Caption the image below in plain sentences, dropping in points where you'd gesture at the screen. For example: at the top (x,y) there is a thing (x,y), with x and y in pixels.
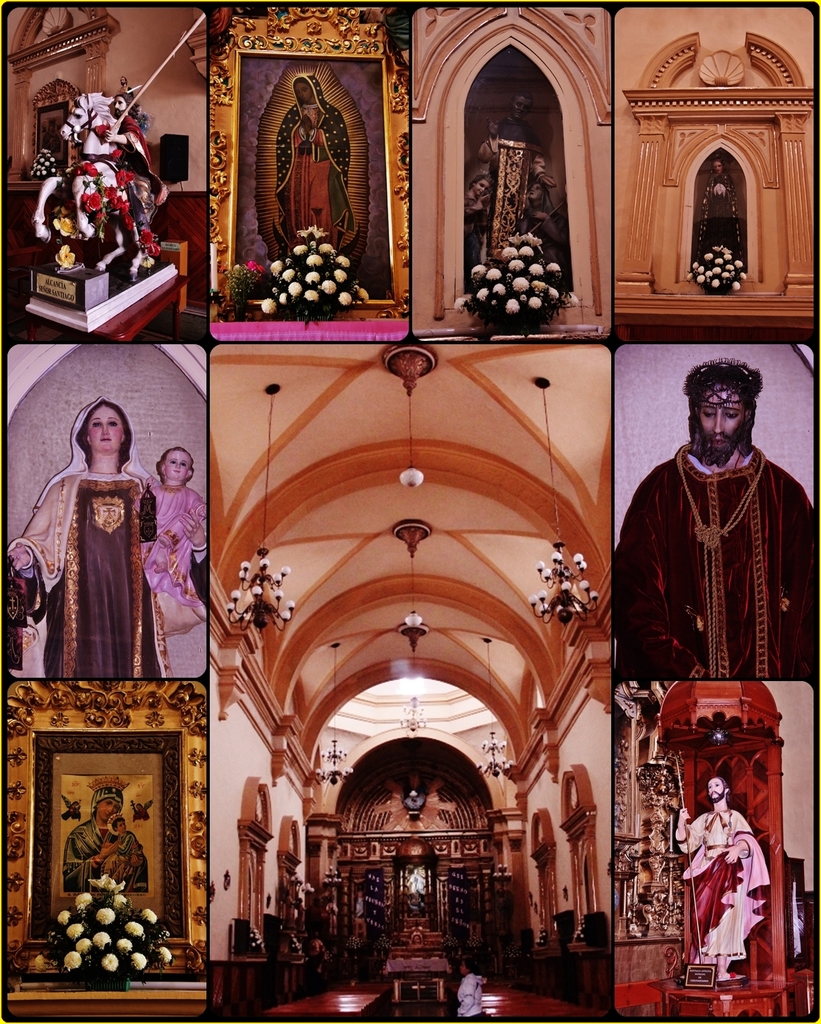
This is a collage image. In this image we can see statues (189,528), photo frames (338,244), flowers (111,906).
